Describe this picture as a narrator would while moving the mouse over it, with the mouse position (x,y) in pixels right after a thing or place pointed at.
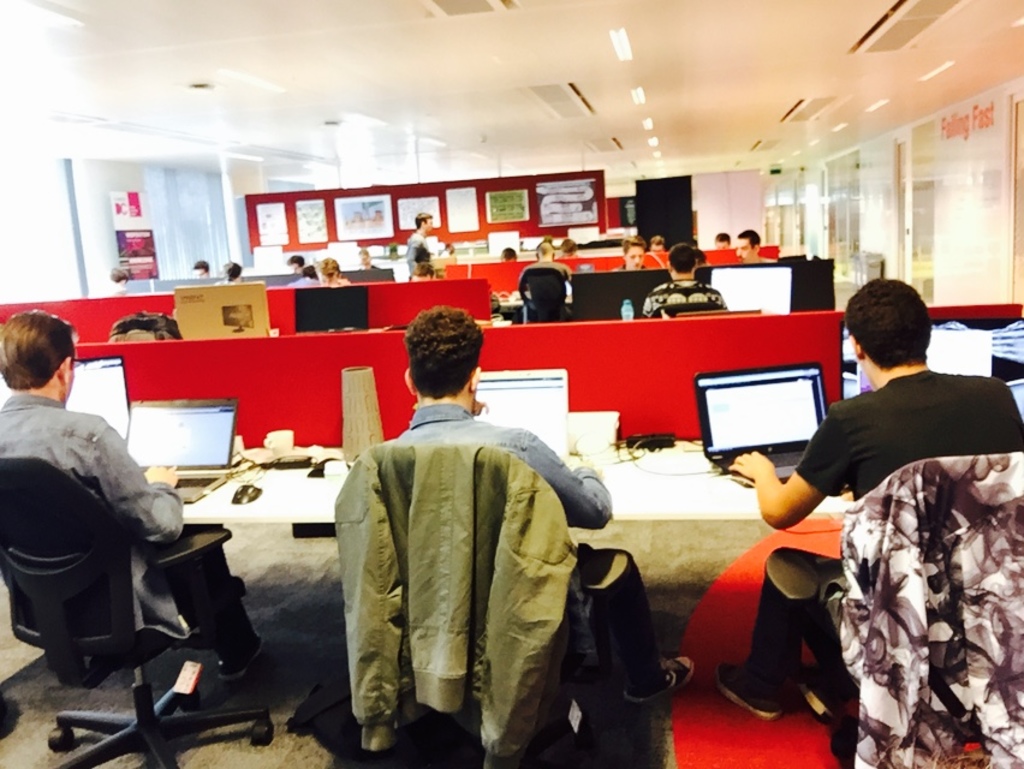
This image is taken inside a room (263,759). There are few people (873,396) in this image. In the left side of the image (160,487) a man (151,511) sitting on a chair (44,577) and working on laptop (154,443). In the middle of the image (666,491) there is a desk (640,464). In the right side of the image (778,693) a man (965,379) is sitting on a chair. At the background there is a wall (505,185) with boards (416,199) and frames (475,206) on it. At the top of the image (562,108) there is a ceiling (690,64) with light (622,48).
